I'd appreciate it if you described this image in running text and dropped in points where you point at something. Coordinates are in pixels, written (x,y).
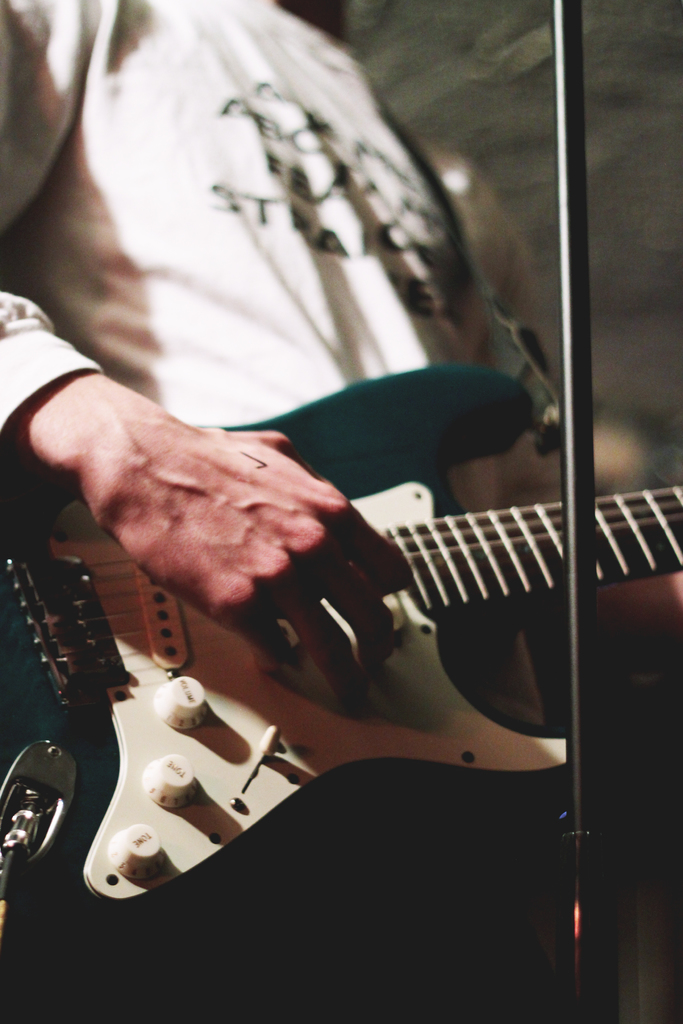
In this picture we can see a person (344,582) who is playing guitar (440,621).
